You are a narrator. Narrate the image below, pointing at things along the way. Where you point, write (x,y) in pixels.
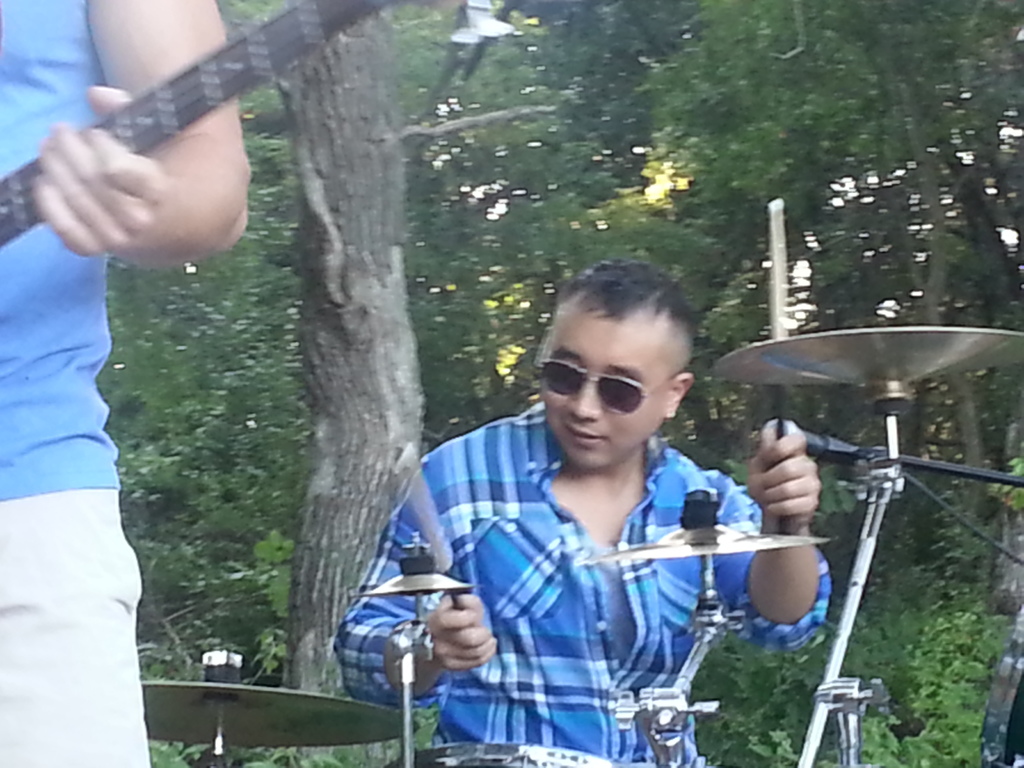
On the background (489,237) we can see trees (583,223). We can see a person (580,509) here wearing goggles (610,390) and playing drums (629,550). These are cymbals (318,743). Here we can see partial part of a person (140,211) at the left side of the picture (115,175) holding a guitar (280,62).
